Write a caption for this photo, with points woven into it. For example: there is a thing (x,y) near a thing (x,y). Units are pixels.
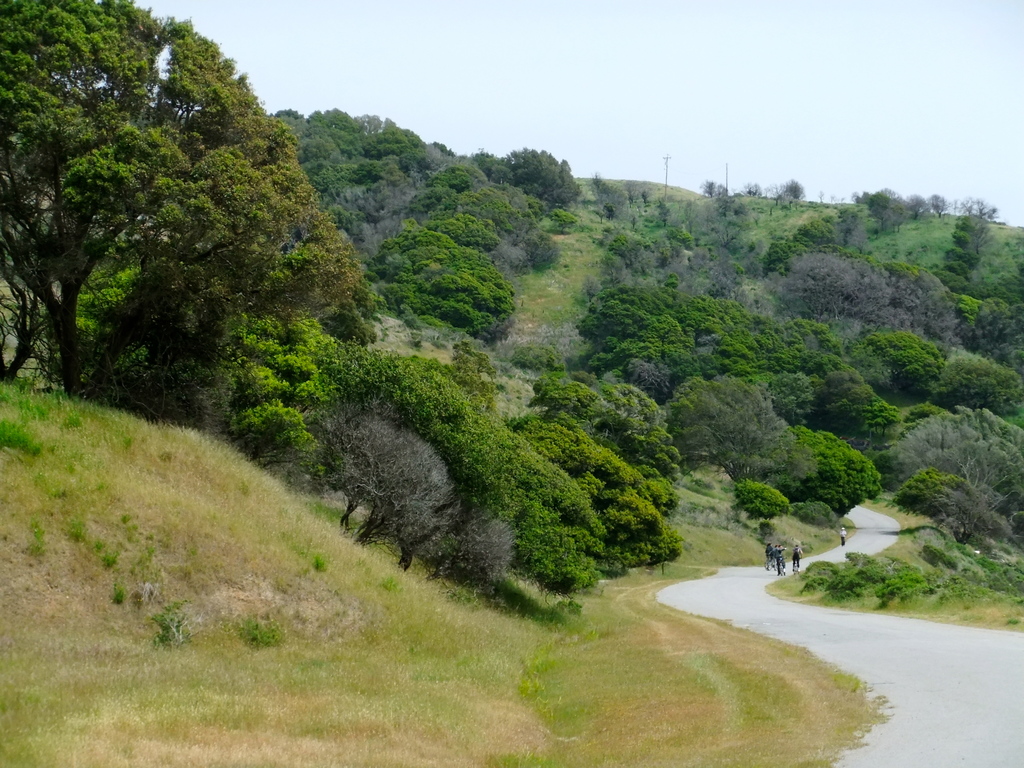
In this image I can see group of people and I can see few trees (581,433) in green color, few poles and the sky (629,76) is in blue and white color.
